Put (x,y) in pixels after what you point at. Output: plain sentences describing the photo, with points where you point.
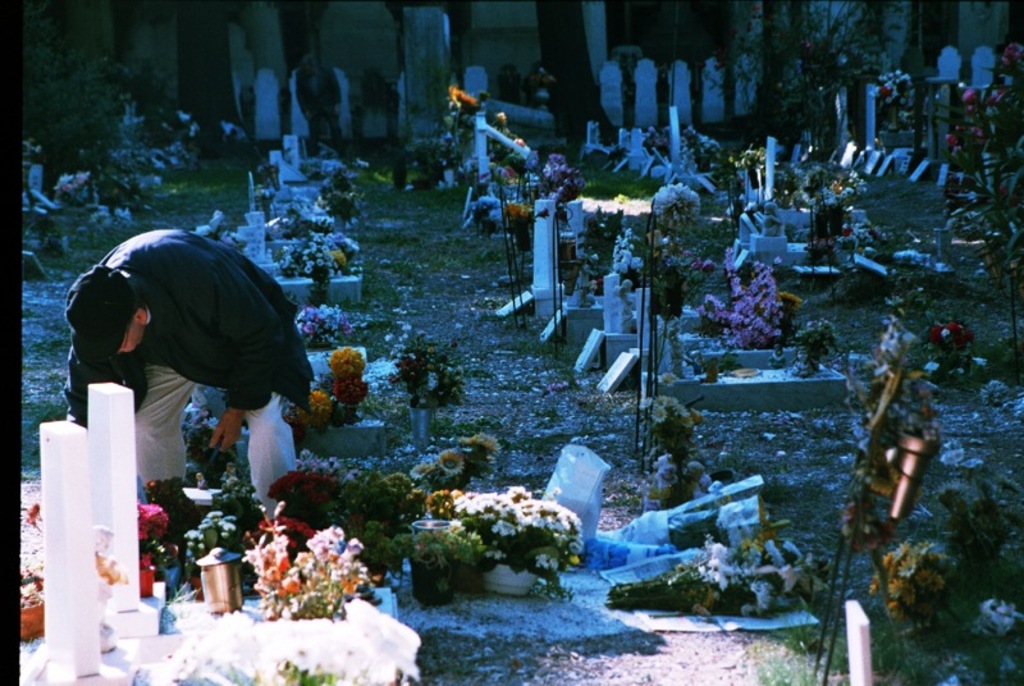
This image is consists of a graveyard (371,275) and there are flowers (343,403) and candles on every grave (313,439) and there is a man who is bending towards the ground (42,342) on the left side of the image (156,374).
